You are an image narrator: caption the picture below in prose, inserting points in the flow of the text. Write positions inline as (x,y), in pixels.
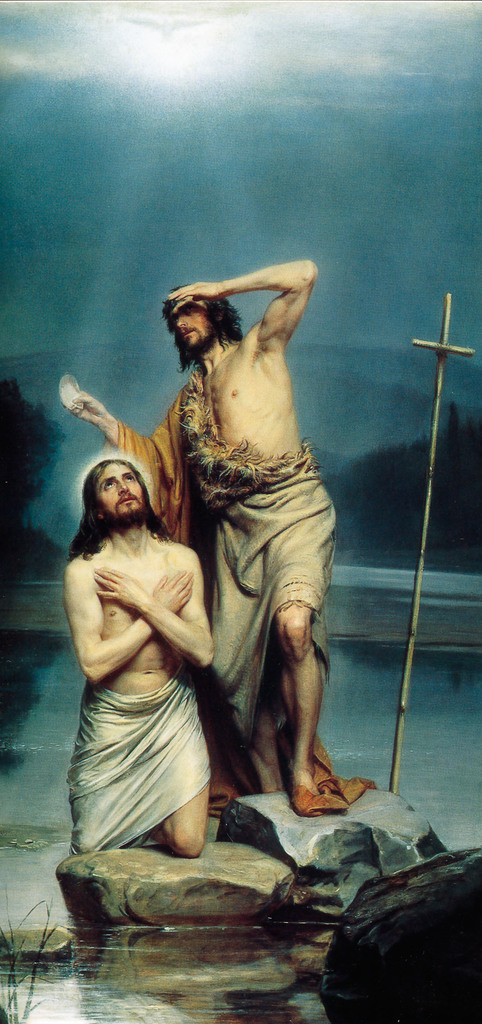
In this picture we can see two people (207,683), rocks (384,979), water (262,937), sticks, trees (2,465) and in the background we can see the sky (181,230).
